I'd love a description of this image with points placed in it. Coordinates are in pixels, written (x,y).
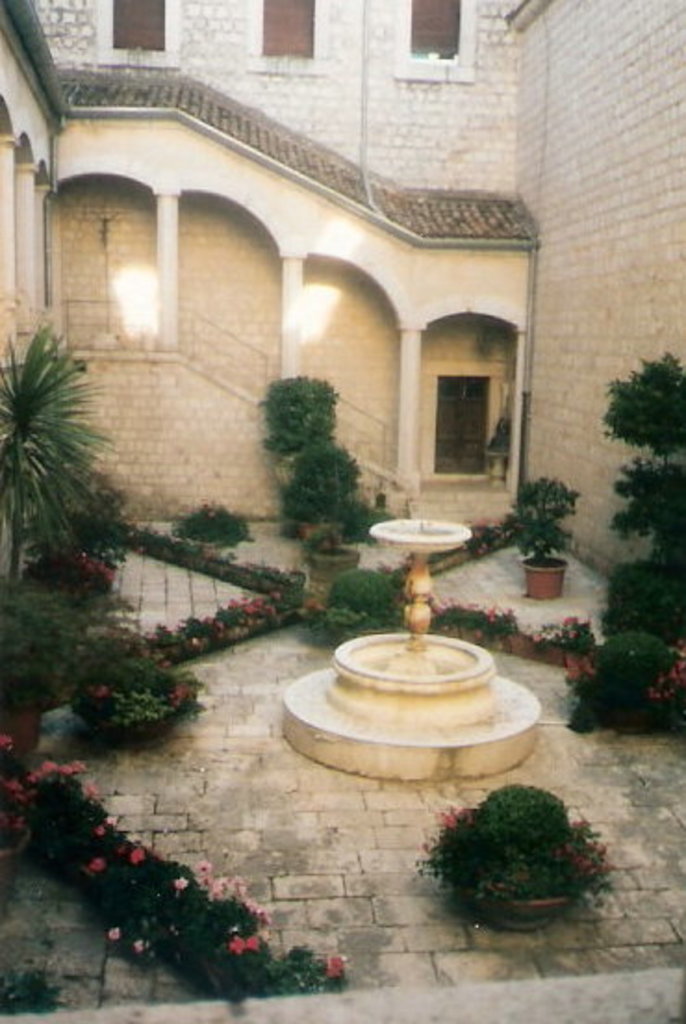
In the center of the image (412,681), we can see a fountain (403,694) and in the background (627,562), there are flower pots (256,600) and plants (87,615) and there is a building (330,354) with stairs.
